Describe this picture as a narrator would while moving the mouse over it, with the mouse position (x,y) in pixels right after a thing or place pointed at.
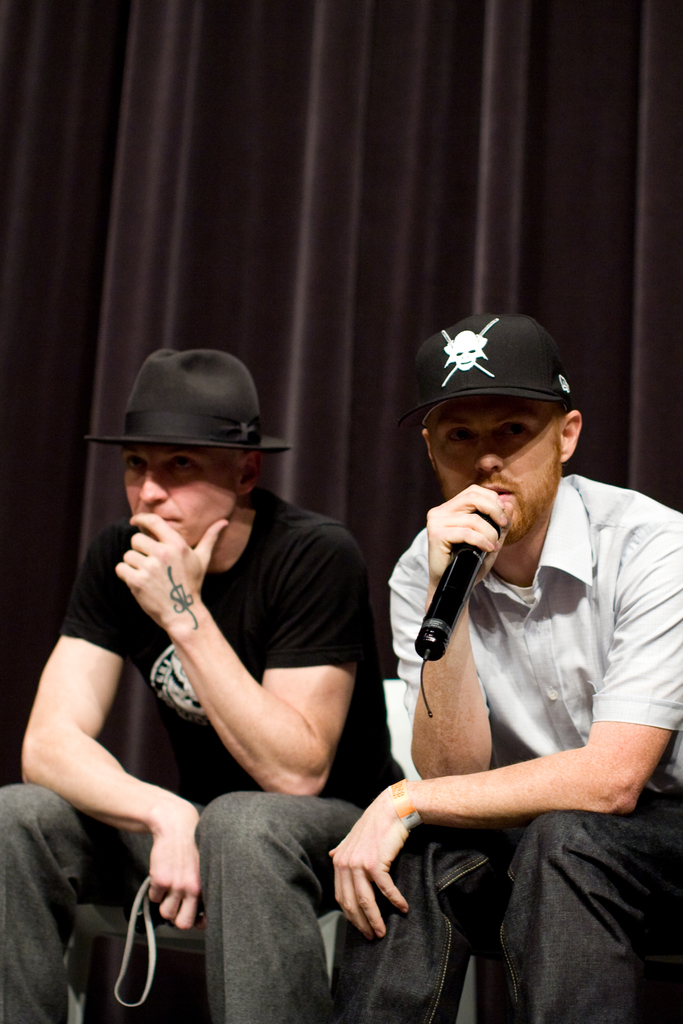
A man (557,539) is sitting and speaking with a mic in hand (500,525) wears a black cap (500,357). There is another man (346,757) sitting beside him wearing a black color hat (191,445).
